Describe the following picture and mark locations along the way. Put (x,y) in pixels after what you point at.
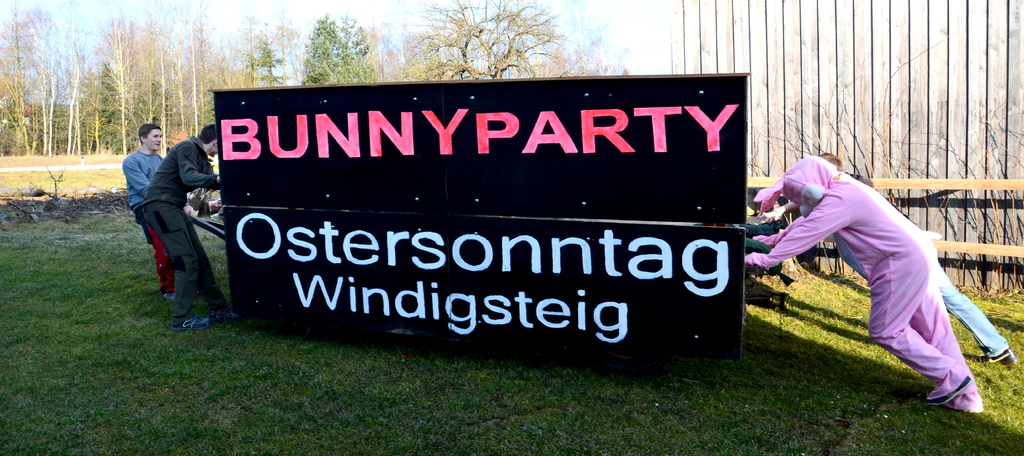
On the ground (248,400) there is grass (513,377). There is a banner (358,186). Few people (894,232) are holding that. In the back (853,116) there is a wooden wall (870,76). Also there are trees (430,54) and sky (473,5).
